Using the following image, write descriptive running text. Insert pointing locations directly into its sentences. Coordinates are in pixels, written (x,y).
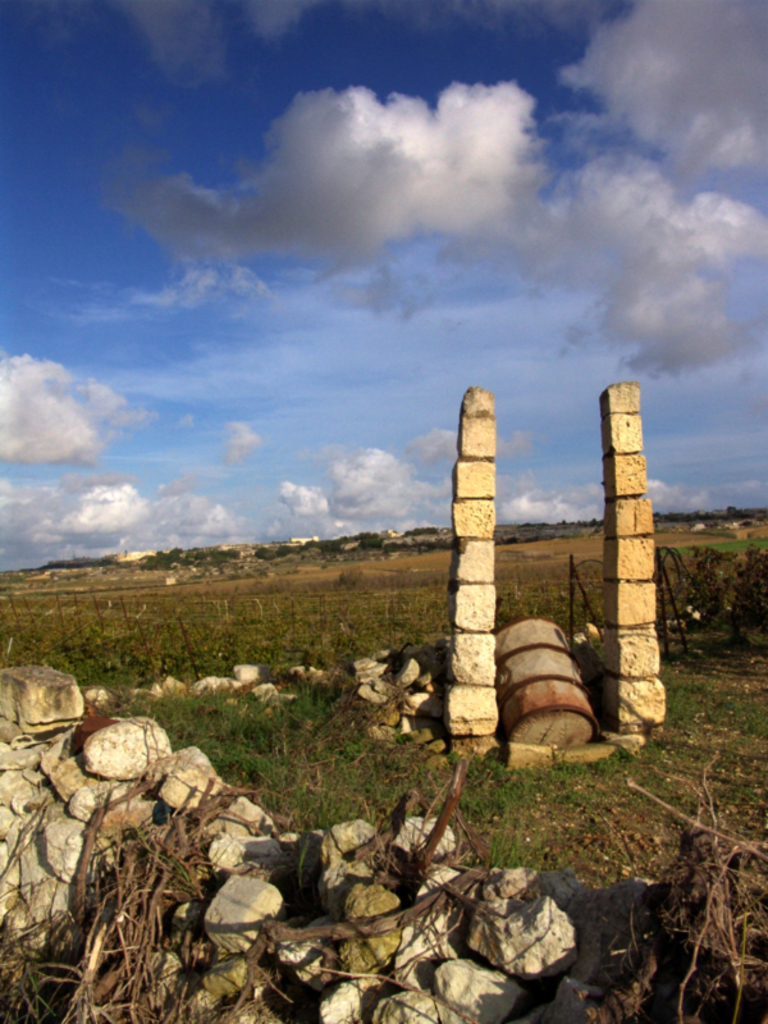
In this image I can see few stones (408,666), background (128,383) I can see two pillars (619,674), grass (229,695) and trees (366,535) in green color and the sky (304,329) is in blue and white color.
